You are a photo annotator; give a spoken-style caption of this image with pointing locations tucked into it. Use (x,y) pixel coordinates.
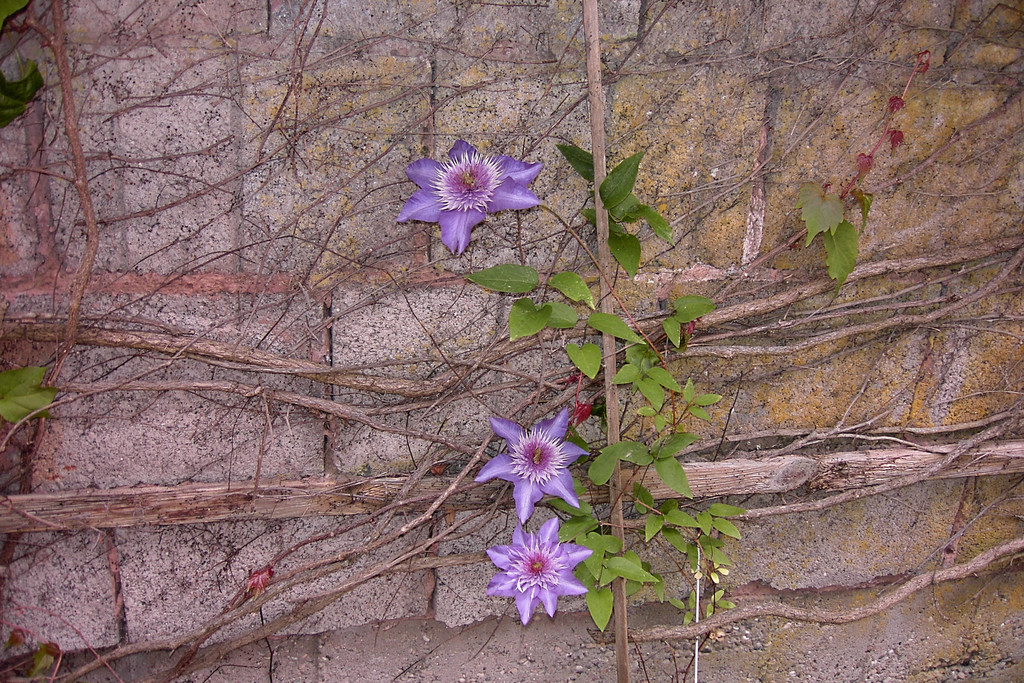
In this image there are flowers (532,547) and leaves (566,321) with roots (451,369) on the wall (228,425).
